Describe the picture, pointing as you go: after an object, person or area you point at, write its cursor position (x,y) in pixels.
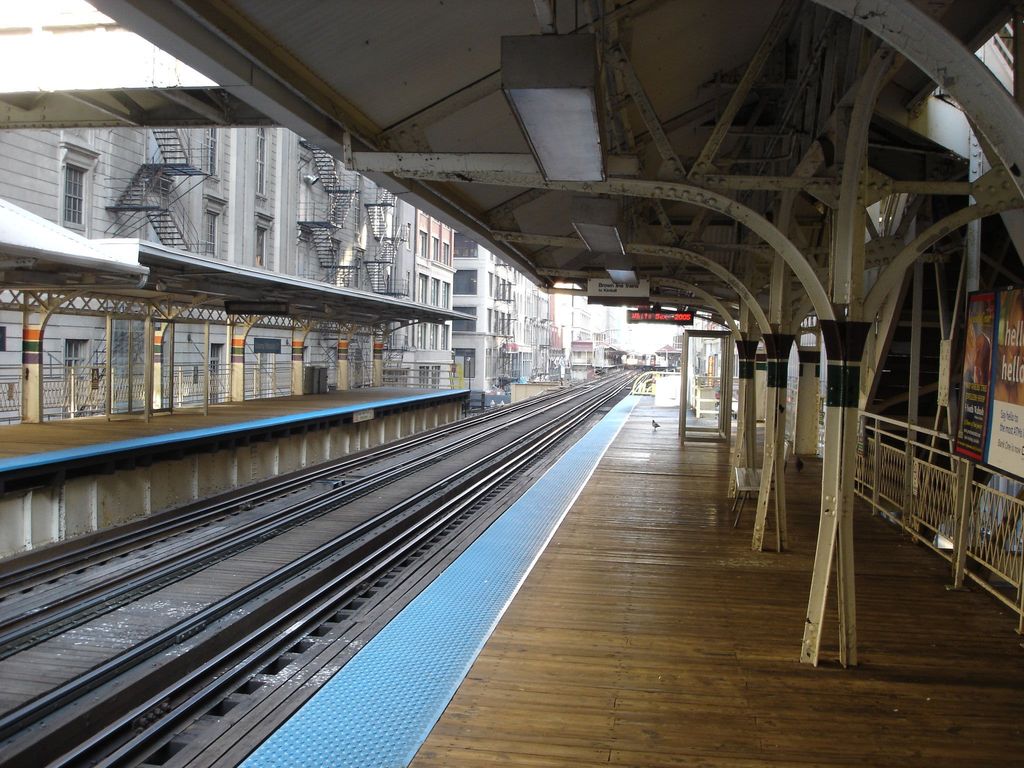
In this image I can see the platform (435,626), tracks (134,576), few banners (963,405), boards (691,318). In the background (437,280) I can see few buildings (437,280) and the sky (620,316) is in white color.
